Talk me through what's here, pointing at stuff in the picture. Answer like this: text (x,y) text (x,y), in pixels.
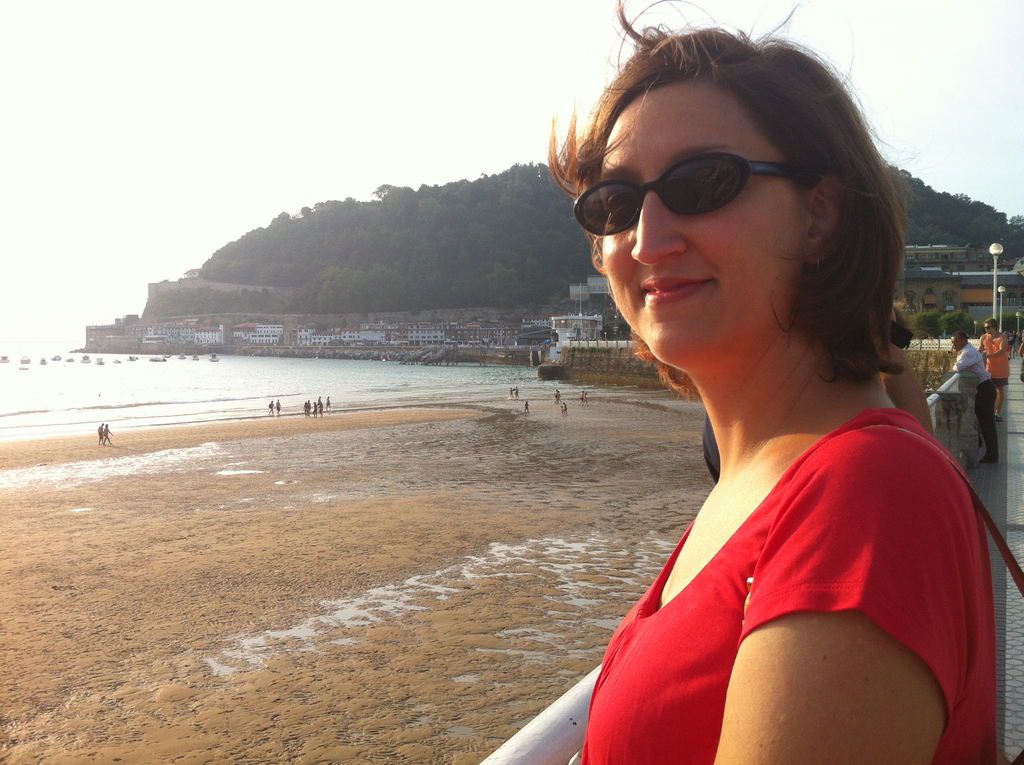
In this picture I can see a woman (694,106) who is smiling and I see that she is standing in front (723,219) and I see that she is wearing red color dress (837,555). In the middle of this picture (528,382) I see the sand (665,441), water (141,359) and on the right (996,488), I see the path (1007,499) on which there are few people (993,354) and I see few more people (320,398) on the sand (371,431). In the background (22,281) I see number of buildings (934,300), trees (950,311) and the sky (223,61).
